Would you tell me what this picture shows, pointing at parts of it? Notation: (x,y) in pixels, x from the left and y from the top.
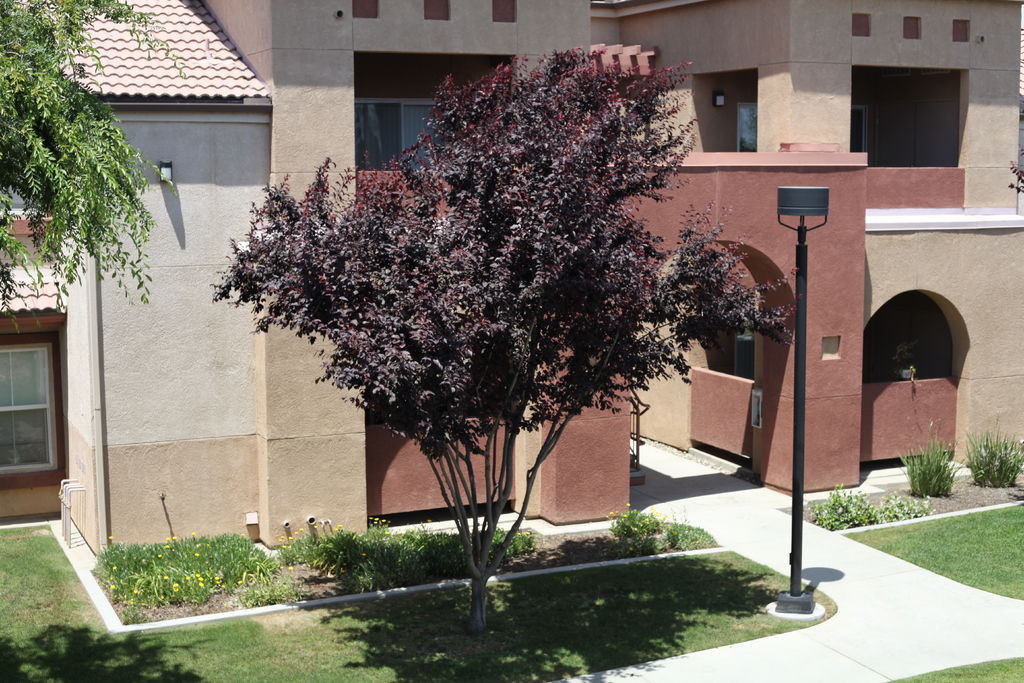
In this image we can see the buildings (344,201), windows (387,137) and arches (744,295). We can see the grass (534,652), plants (202,565) and trees (326,322). We can see the black color poles (814,202) and roofing (137,68).
